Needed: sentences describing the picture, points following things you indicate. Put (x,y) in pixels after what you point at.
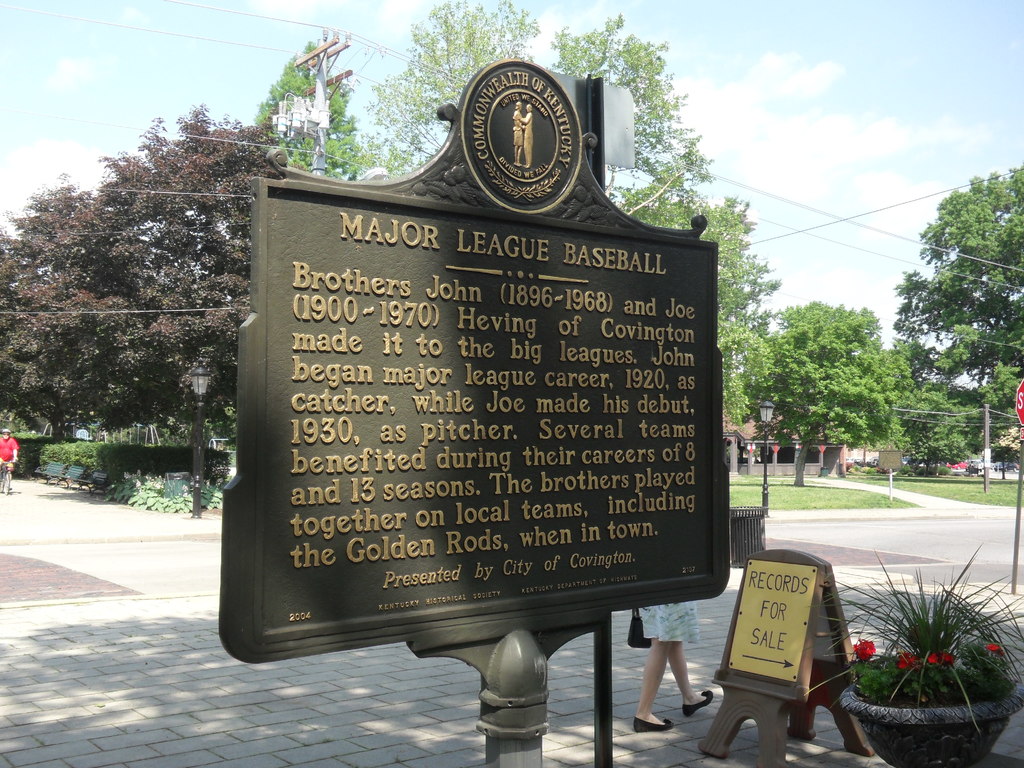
In this image I can see the boards (546,514) and the flower pot (903,693) to the side of the road (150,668). I can see the flowers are in red color. I can see two people (12,455) on the road (168,590) with different color dresses (680,626). I can see one person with the bicycle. In the background (180,130) I can see many trees (879,436), clouds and the sky (928,2).
